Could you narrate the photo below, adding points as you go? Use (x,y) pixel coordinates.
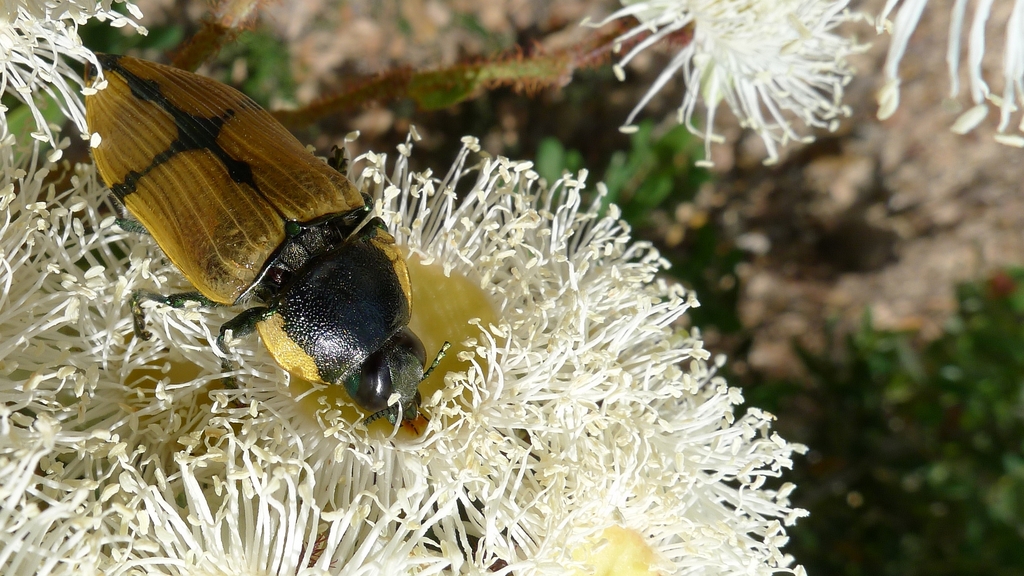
This image consists of a beetle (331,231) sitting on the flower (440,475). The flower (536,280) is in white color. In the background (464,73), there are plants (625,173).
